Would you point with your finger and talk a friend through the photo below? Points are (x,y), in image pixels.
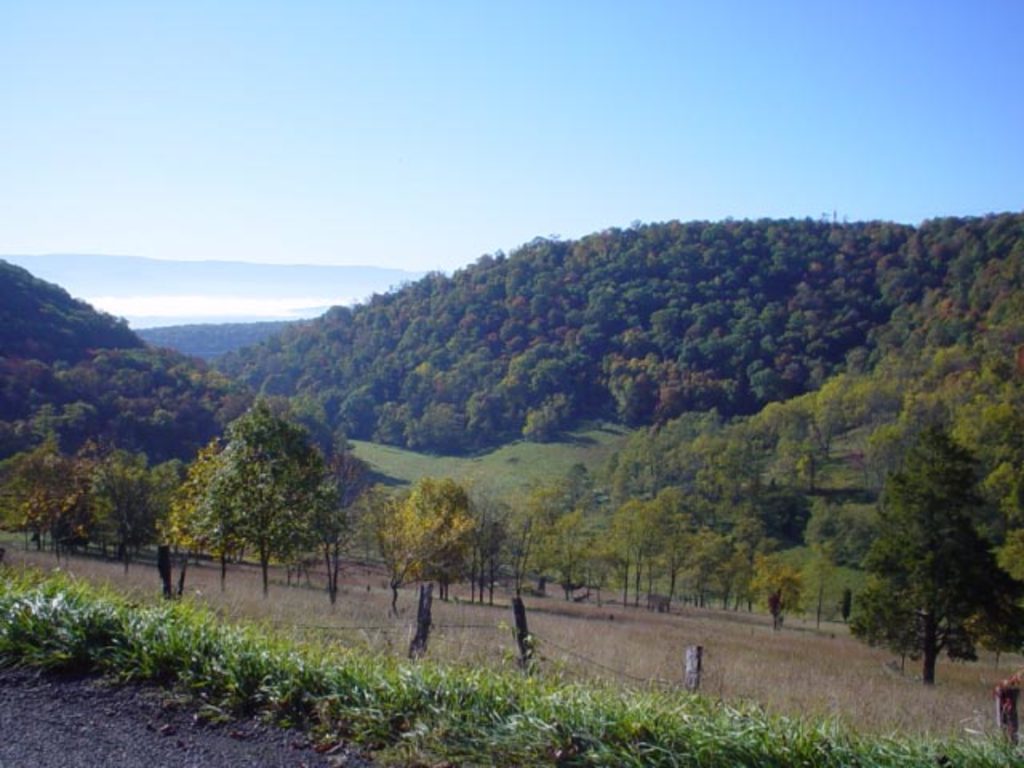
In this image we can see trees (397,379), hills (213,341), plants (683,747), grass (542,679), fencing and sky (279,199).
